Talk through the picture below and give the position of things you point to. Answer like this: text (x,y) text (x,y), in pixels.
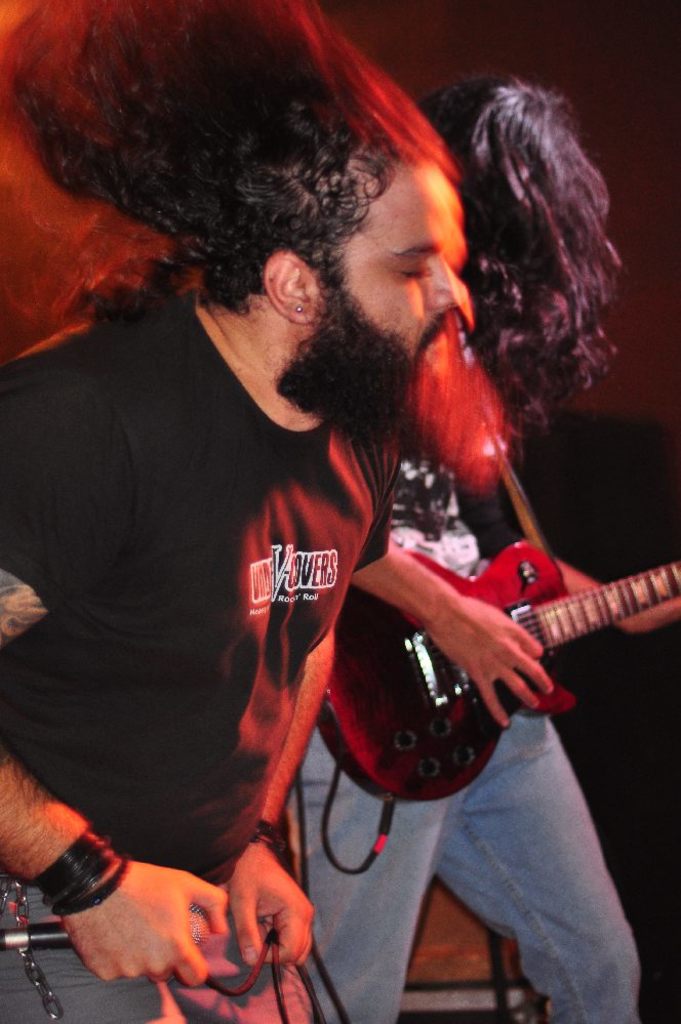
In this image i can see two persons (528,339), one person (514,624) is holding a guitar (546,608), and the other person (266,959) is holding a micro phone (55,936).
